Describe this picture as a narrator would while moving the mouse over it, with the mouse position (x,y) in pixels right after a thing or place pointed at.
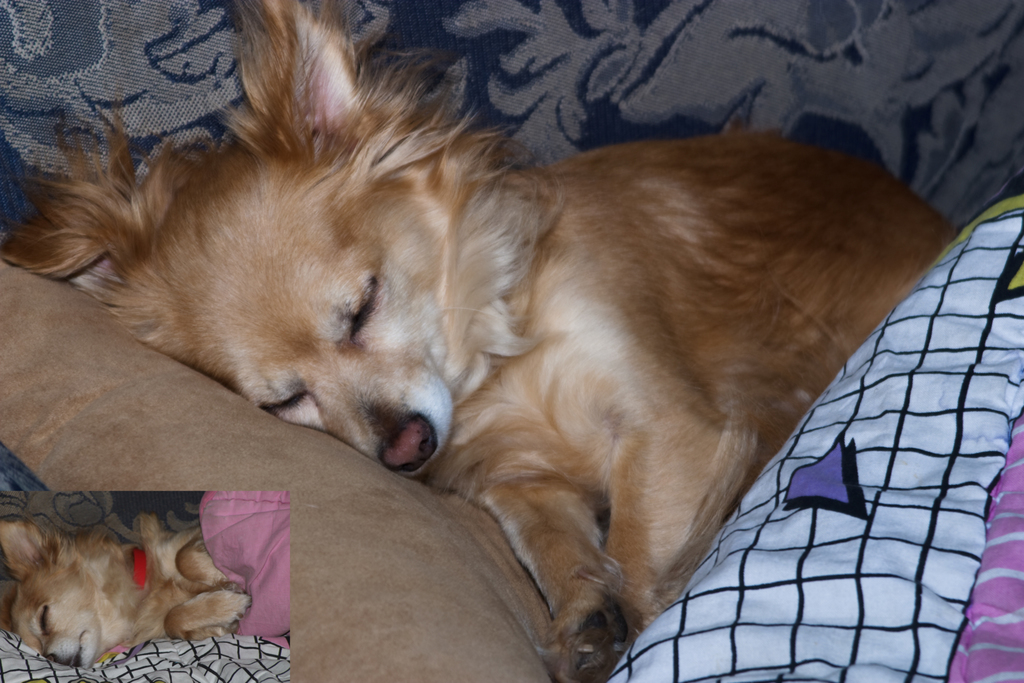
In this image I can see a dog (330,62) in brown color and the dog (661,450) is sleeping on the couch (492,71). The couch (504,102) is in blue color, in front (103,468) I can see few blankets (154,470) in brown, white and black color.
